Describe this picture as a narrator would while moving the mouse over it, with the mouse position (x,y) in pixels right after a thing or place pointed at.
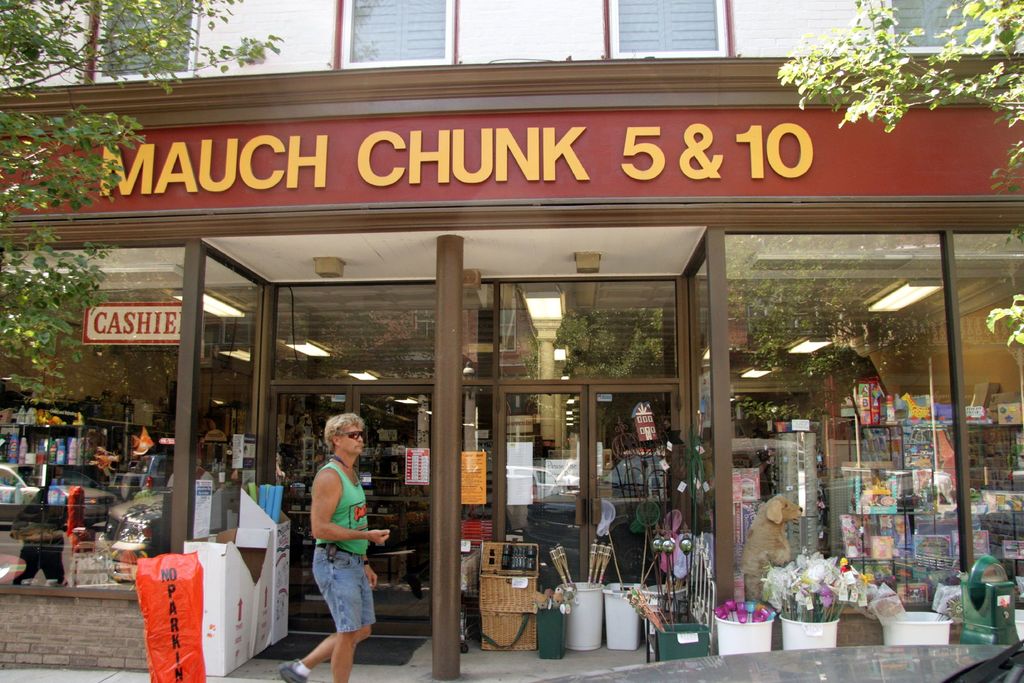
In this image there is a stall (258,383) with some text (150,159) on top of it, in front of the stall (388,428) there are so many objects (266,488) are in the plastic objects (582,596) look like buckets (923,613) are arranged on the pavement (590,650) and there is a person (317,659) walking. There is a glass wall (229,273) of the stall (125,276) through which we can see there are so many objects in the stall (125,276) and there is a ceiling (1011,282) with lights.
